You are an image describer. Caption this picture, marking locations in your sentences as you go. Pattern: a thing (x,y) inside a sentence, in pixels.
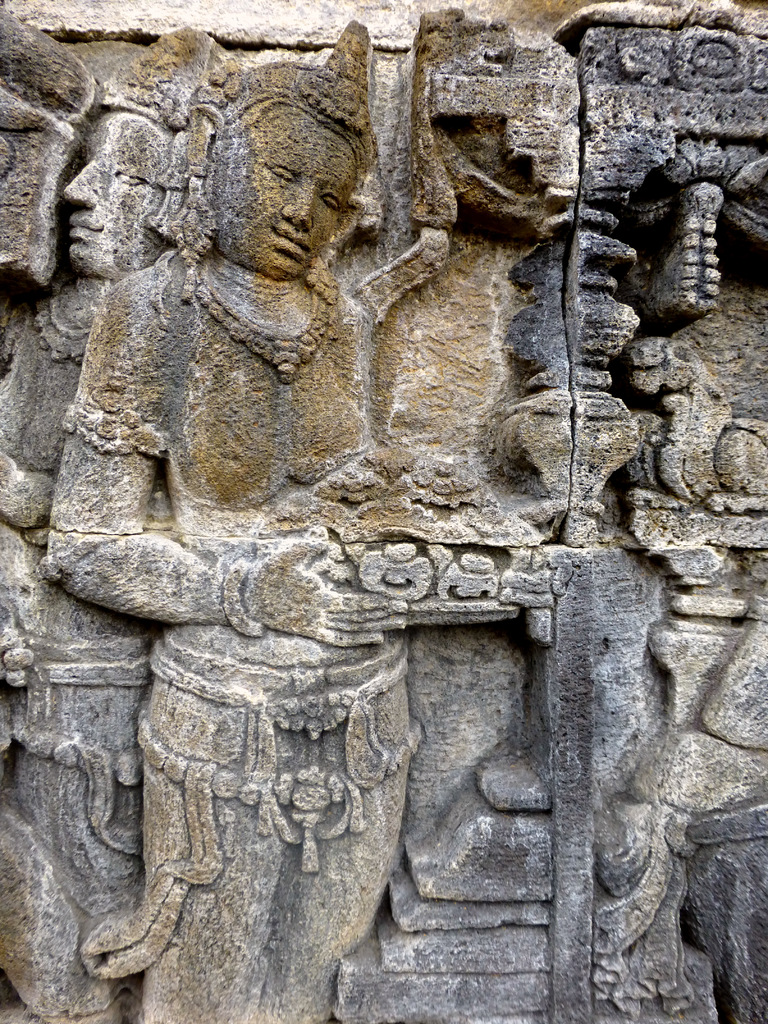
In this picture we can see the sculptures (321,326) of persons (86,675) and we can see the sculptures (576,568) of some other objects (576,568).
